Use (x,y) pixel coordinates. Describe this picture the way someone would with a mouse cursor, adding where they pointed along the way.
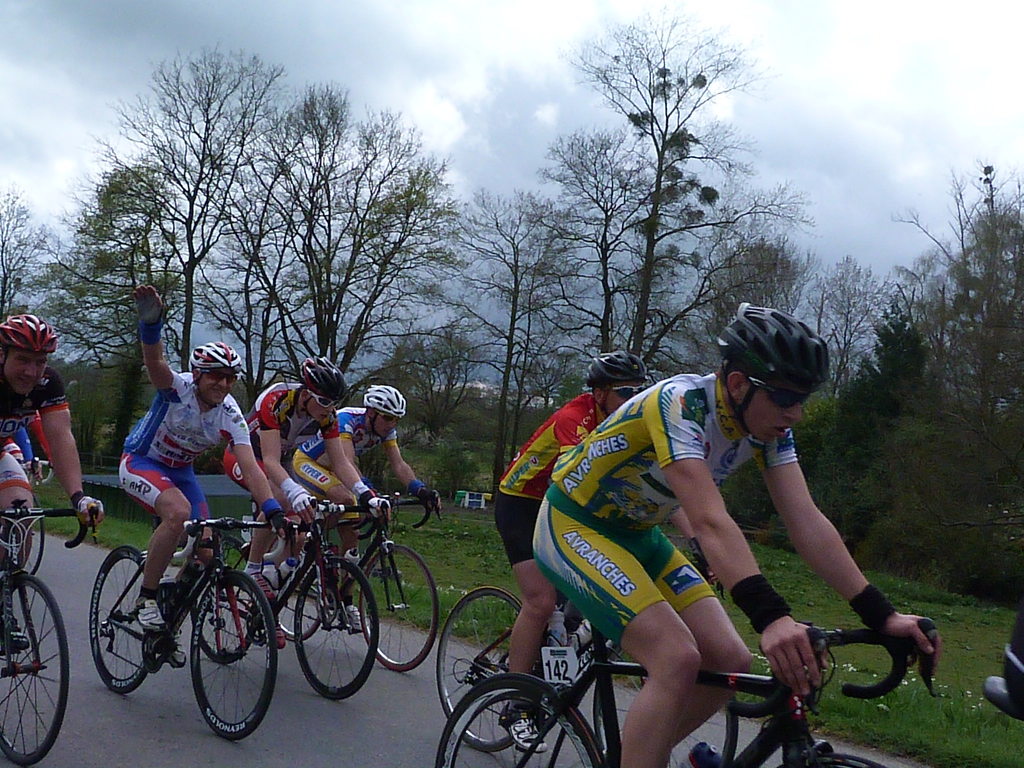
As we can see in the image there are few people (617,464) riding bicycles (138,570), grass (956,623), trees (533,258).
